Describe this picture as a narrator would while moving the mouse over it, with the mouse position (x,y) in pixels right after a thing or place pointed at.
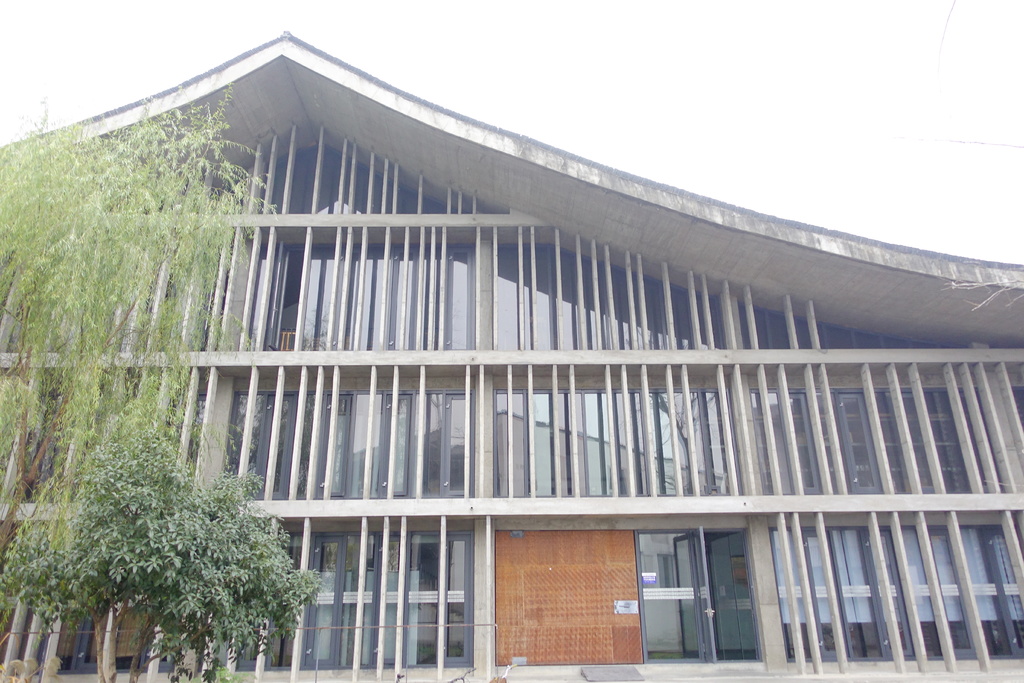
In this image there is a building (525,316) and in front of that there are trees (139,250).
